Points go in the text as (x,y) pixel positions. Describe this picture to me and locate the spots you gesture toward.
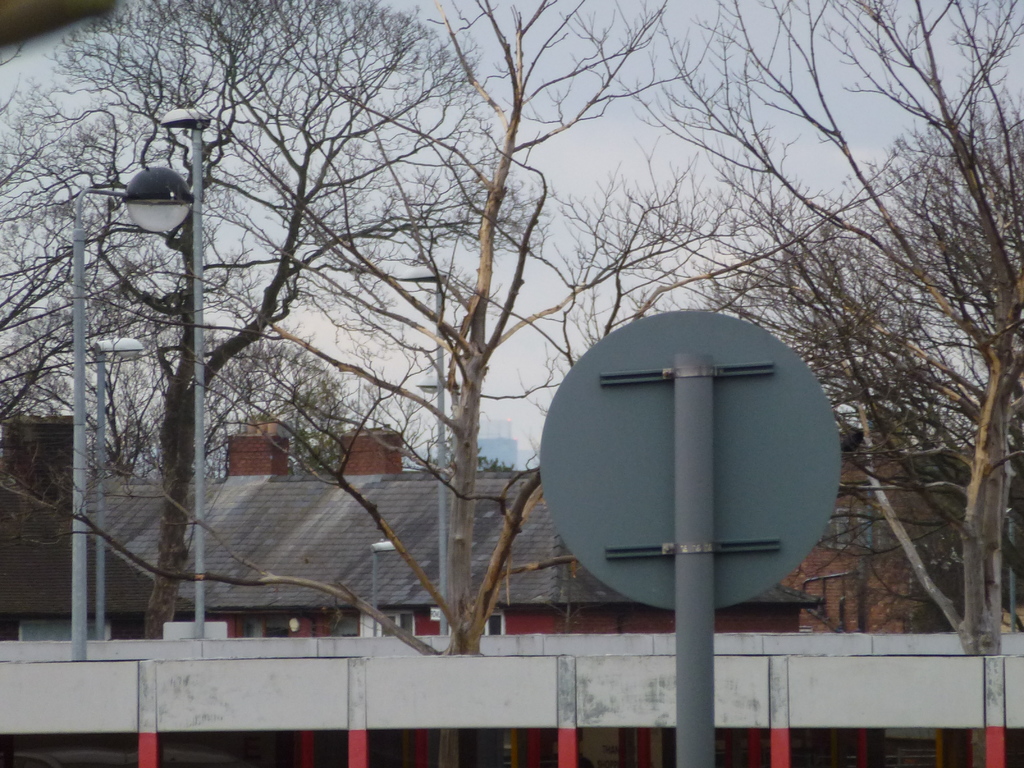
There are trees (469,615), poles (686,601) and a house (278,611) is at the bottom of this image (128,585) and the sky (535,363) is in the background (576,193).
